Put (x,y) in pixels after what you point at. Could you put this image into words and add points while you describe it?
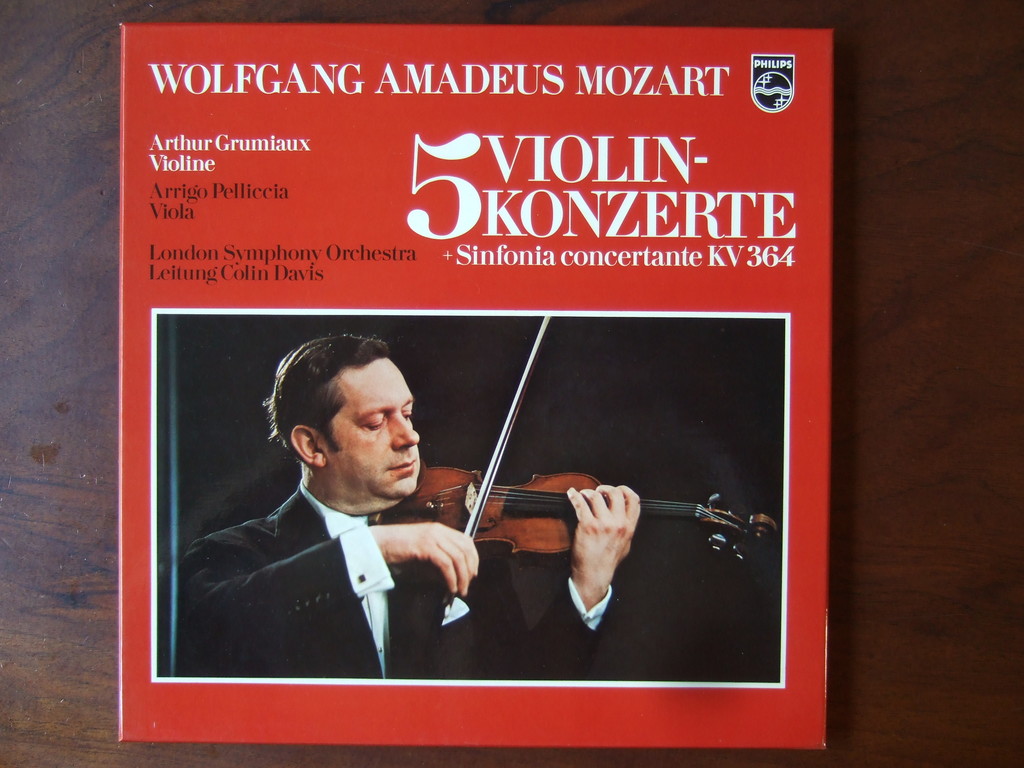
In this image we can see the cover of a record box (452,299). In the middle (367,433) there is a man (304,481) playing the violin (493,531). At the top (517,75) there is some text (247,192).
